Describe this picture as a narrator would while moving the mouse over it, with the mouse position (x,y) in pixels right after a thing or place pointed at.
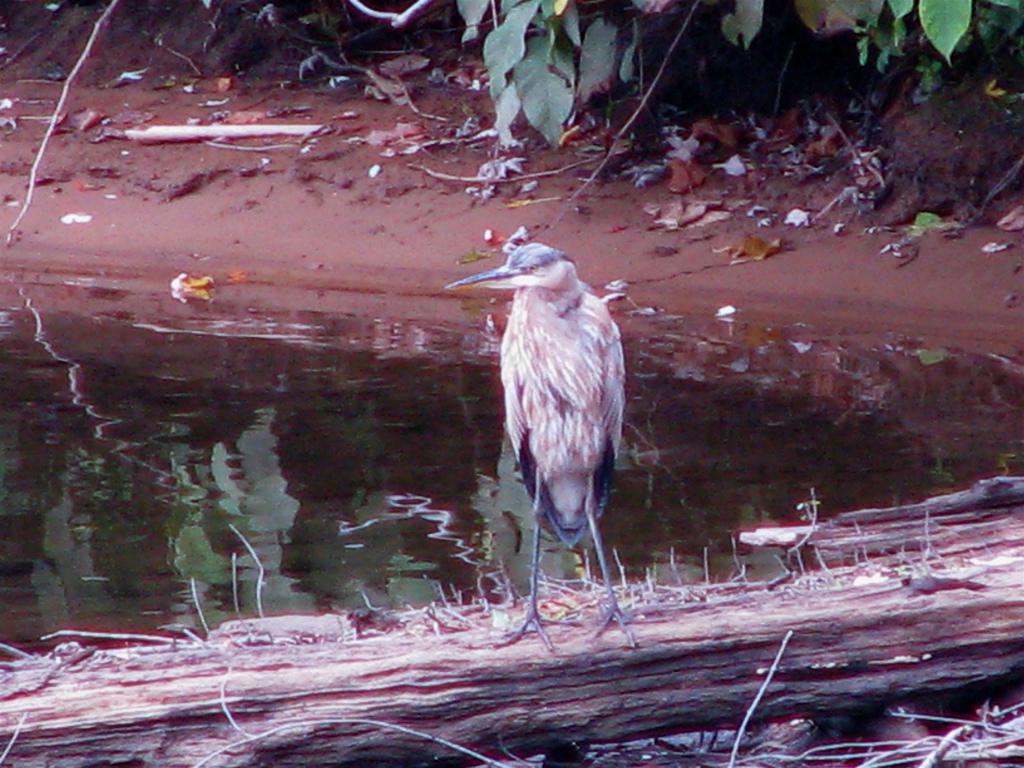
In the image there is a bird (543,390) standing on a wood (273,673) in a pond (452,460) and there are plants (877,19) on the shore (638,209).
